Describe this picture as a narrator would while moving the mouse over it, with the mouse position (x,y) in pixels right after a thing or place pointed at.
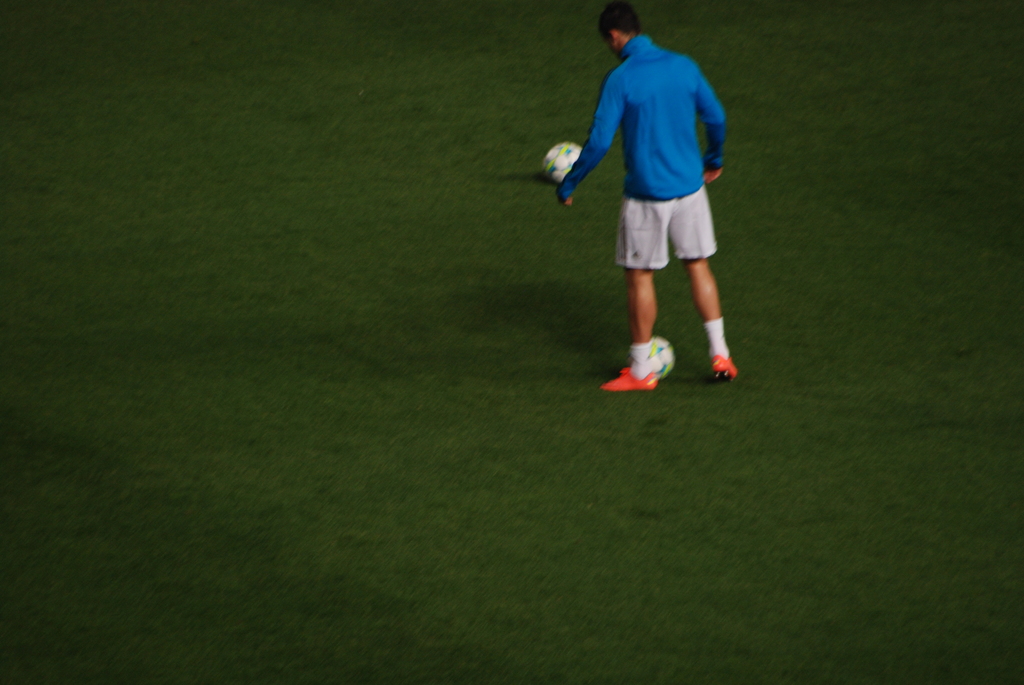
As we can see in the image there is grass (602,333), balls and a person (632,99) wearing blue color shirt (636,184).
